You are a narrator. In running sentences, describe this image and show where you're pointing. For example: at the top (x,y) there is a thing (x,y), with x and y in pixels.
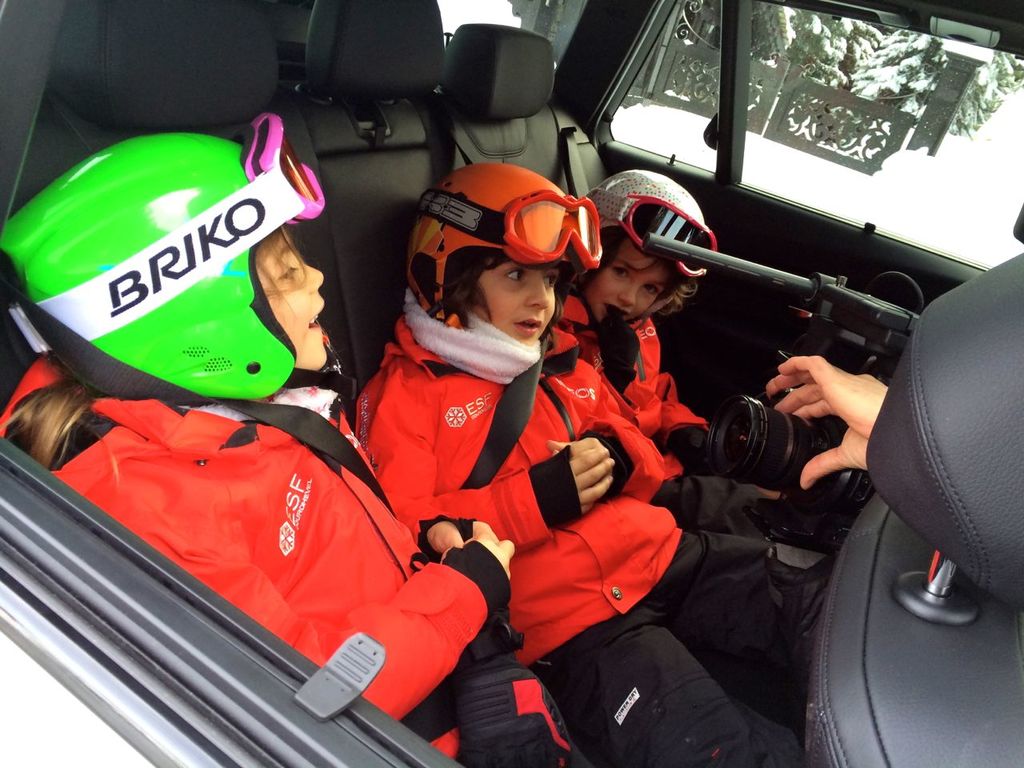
In this image we can see three persons (623,337) wearing dress (582,323), helmets (611,190) and goggles (547,224) are sitting inside a vehicle (997,367). To the right side of the image (855,433) we can see a hand (858,409) of a person (858,409) holding camera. In the background (372,179), we can see some seats (1012,377), door (615,168), metal gates (789,130) and group of trees (900,66) covered with snow (674,122).
